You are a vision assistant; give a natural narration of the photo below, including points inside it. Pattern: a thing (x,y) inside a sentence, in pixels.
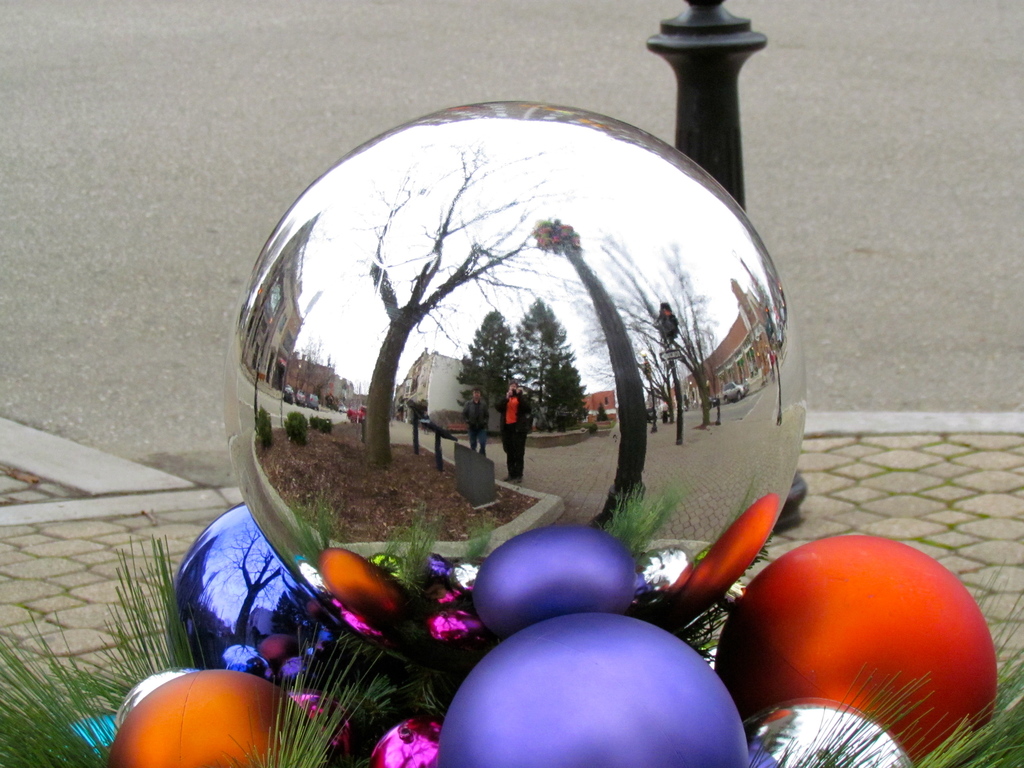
In this image I can see the balls (315,382) which are of silver, purple and orange color and I can see the grass (953,743). I can also see 2 pink color balls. On the silver color ball (435,267) I can see the reflection (393,372) of few trees (483,324), buildings (266,373) and few people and I can also see the plants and the path (701,465). In the background of this picture (118,182) I can see the road (898,206) and a black color pole (710,75).
